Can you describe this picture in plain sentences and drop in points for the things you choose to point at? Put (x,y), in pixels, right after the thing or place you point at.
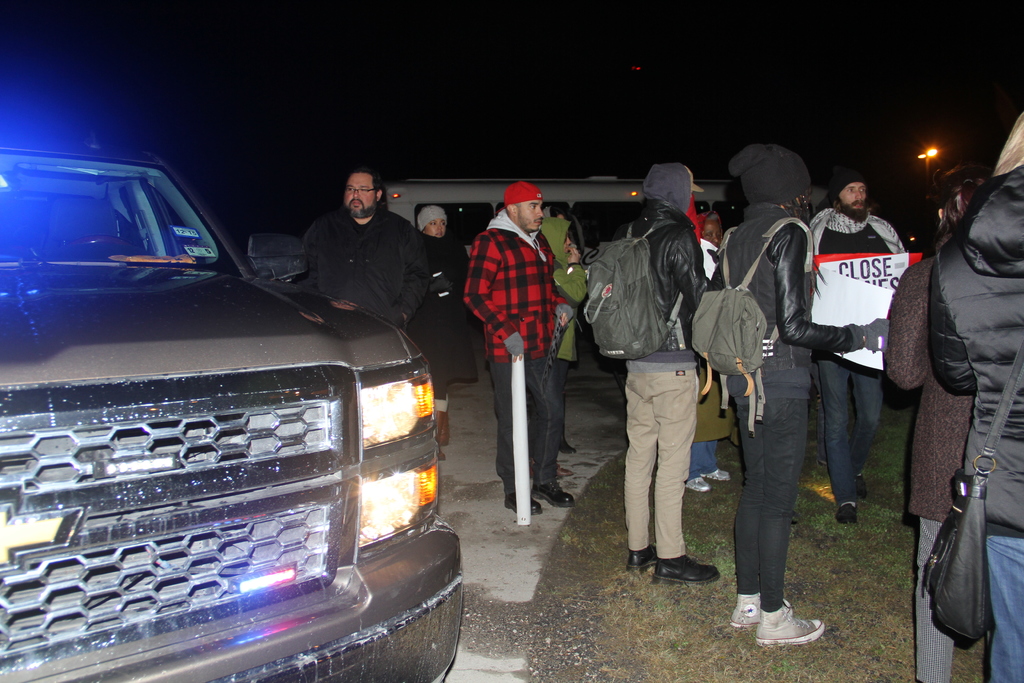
In this picture we can see group of people (660,224), few people (630,436) wore bags (732,324), beside to them we can find few vehicles (223,273), in the background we can see a light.
